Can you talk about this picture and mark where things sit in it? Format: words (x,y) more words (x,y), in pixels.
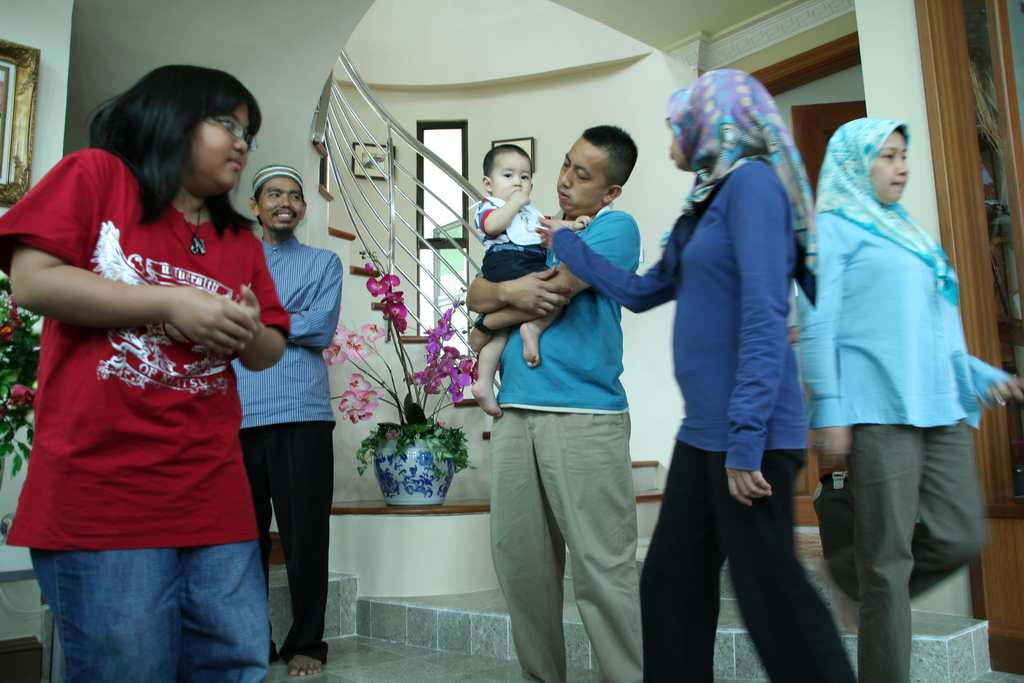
This image is taken indoors. At the bottom of the image (393,655) there is a floor (398,650). In the background (983,175) there are a few walls (472,215) with doors (807,123), windows (425,223) and picture frames (29,106) and there is a staircase (357,276) with railing (391,175). There is a plant (407,435) in the pot (406,455). On the left side of the image (169,174) a girl (85,378) and a man (281,426) are standing on the floor (375,648) and there is a plant (28,366). On the right side of the image (866,144) two women (702,187) and a man (570,447) holding a kid (536,328) are standing on the floor (413,653).
